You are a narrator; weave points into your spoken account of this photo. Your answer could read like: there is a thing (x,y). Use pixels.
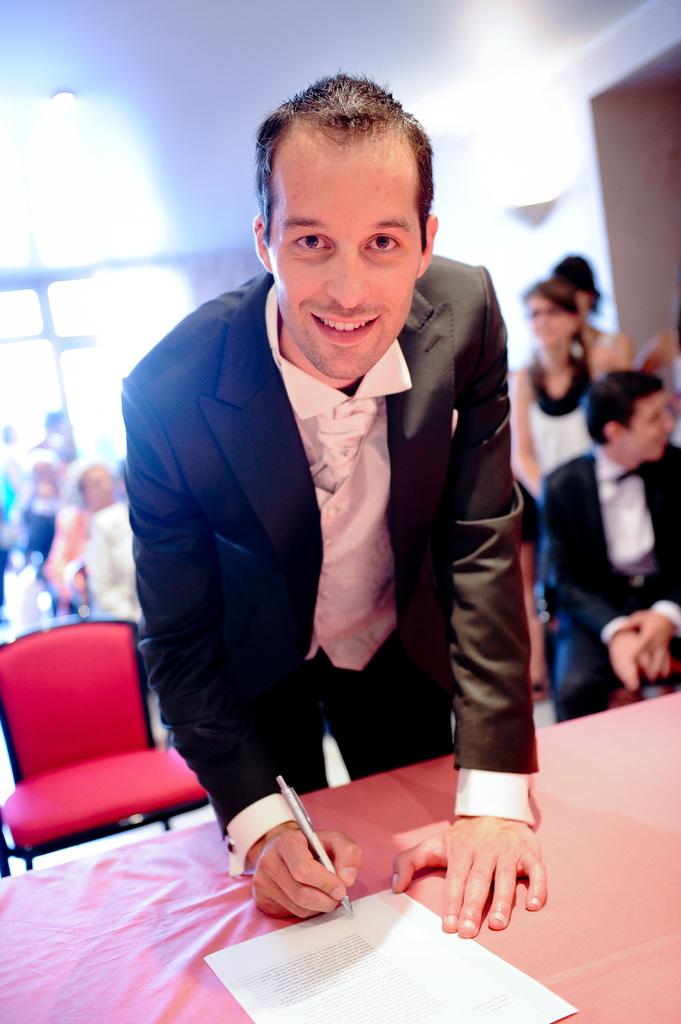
In this image I can see the person (384,757) is wearing black and white color dress (450,636) and holding the pen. I can see the paper (409,947) on the red color surface (552,854). I can see few people (627,360), lights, chair (25,719) and the wall (249,272).
